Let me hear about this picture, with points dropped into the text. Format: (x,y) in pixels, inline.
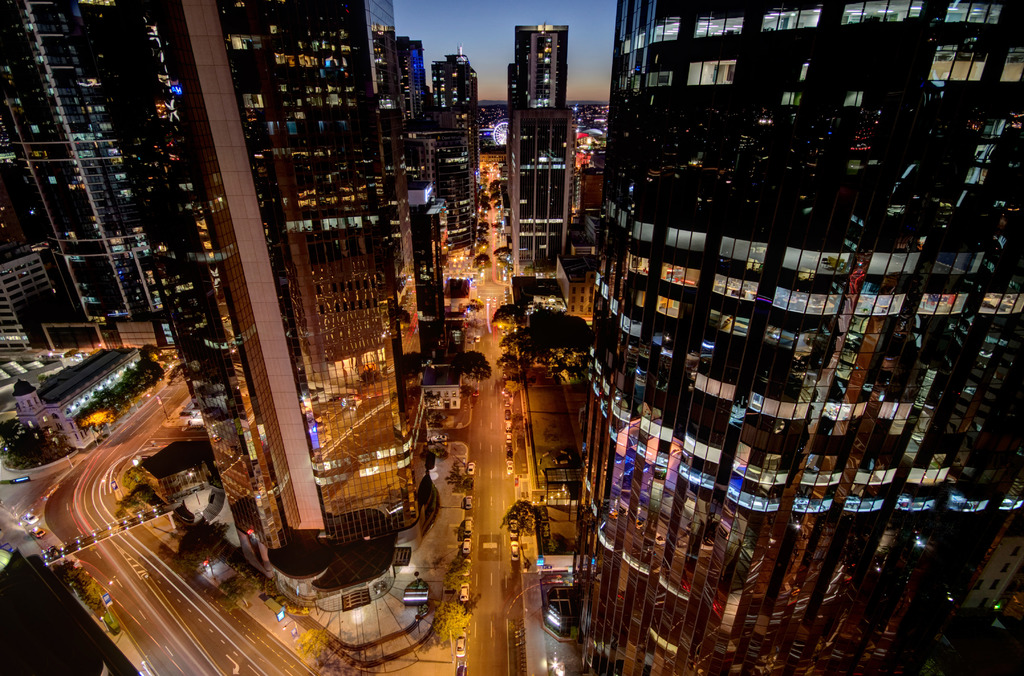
This image is taken during the night time. In this image we can see the buildings (355,279), trees (516,304), bridge (150,515) and also the vehicles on the road (480,294). We can also see the sky (508,28).
